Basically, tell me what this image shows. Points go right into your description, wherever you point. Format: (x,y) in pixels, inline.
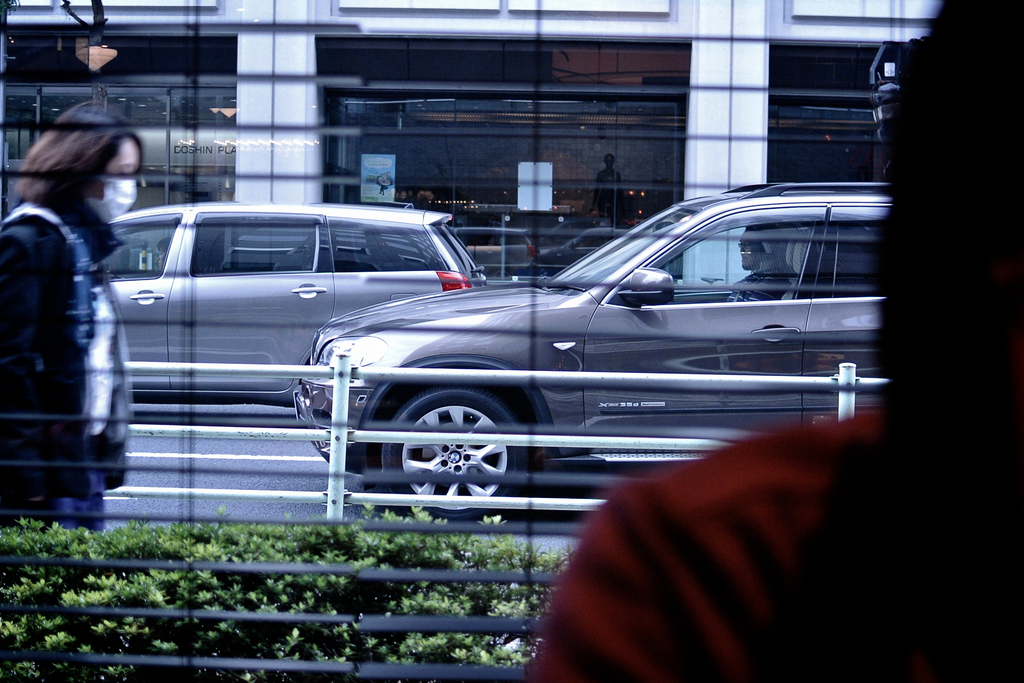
In this image there is a person (864,527) standing in front of the window (407,528) and there are few vehicles (419,365) and a person (85,307) on the road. In the background (423,90) there is a building (458,92).
